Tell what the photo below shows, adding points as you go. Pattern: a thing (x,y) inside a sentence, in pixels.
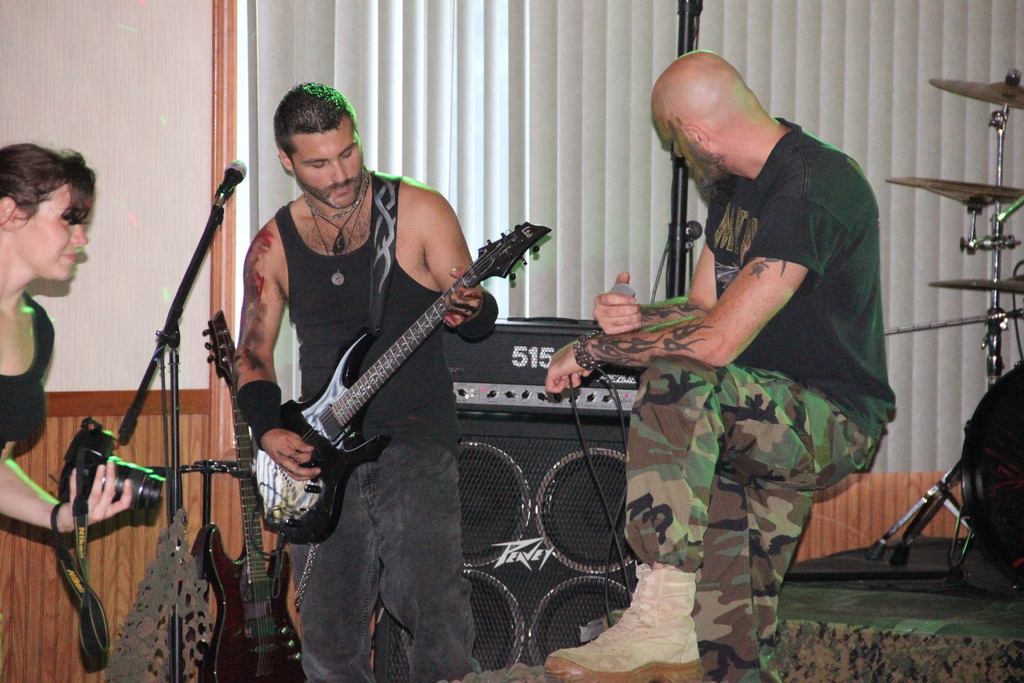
Here we can see that a man (349,127) is standing on the floor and playing guitar (348,370), and here a woman (39,256) is holding the camera (99,448) in her hands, and here is the microphone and stand (211,235), and here is the wall (182,383).
